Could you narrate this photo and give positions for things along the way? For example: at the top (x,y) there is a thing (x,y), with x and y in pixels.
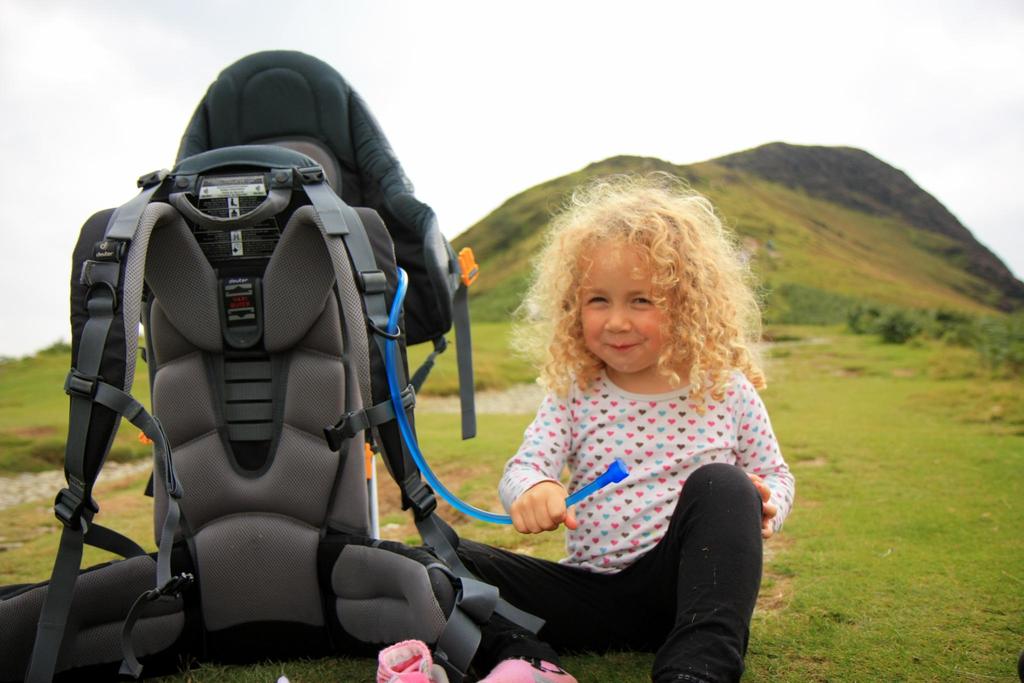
In the image we can see there is a girl (654,427) who is sitting on the ground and beside her there is a safety bag (227,414) and the ground (886,483) is covered with grass (899,509).
